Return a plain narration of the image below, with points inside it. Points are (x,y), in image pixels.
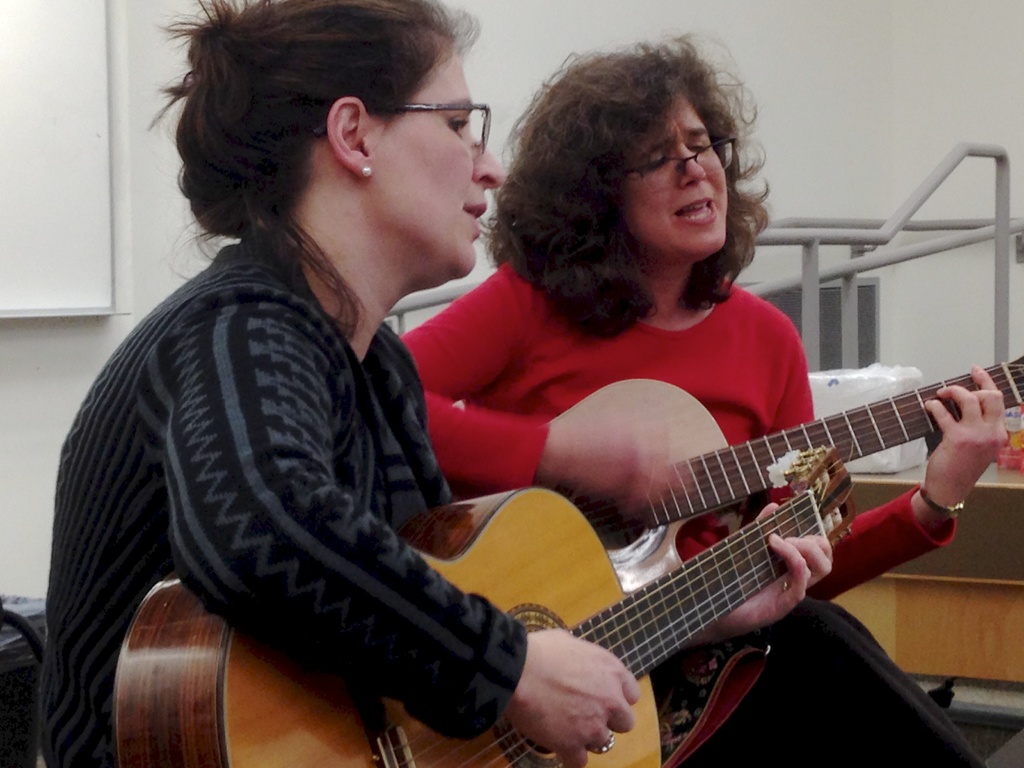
As we can see in the image, there are two people (455,342) sitting and holding guitar (753,534) in their hands (583,658) and these two women (549,317) are singing.
